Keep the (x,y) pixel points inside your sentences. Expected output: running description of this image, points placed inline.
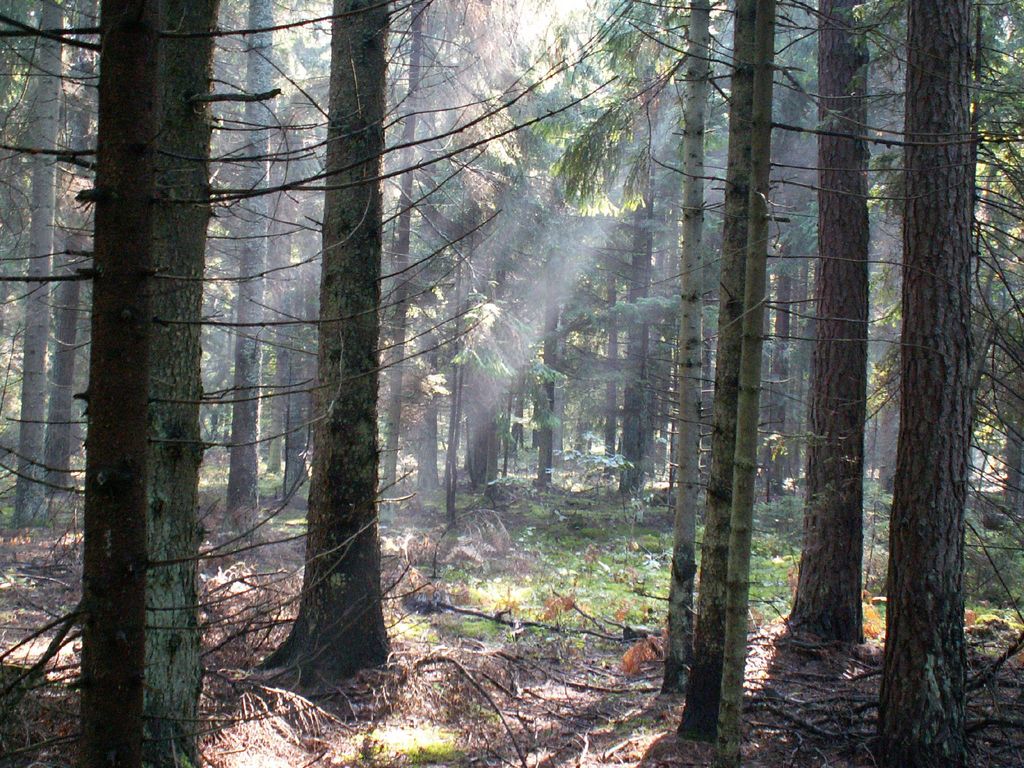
In this picture I can see trees (657,356) and I can see few sticks (512,743) and plants (377,741) on the ground (515,630).
